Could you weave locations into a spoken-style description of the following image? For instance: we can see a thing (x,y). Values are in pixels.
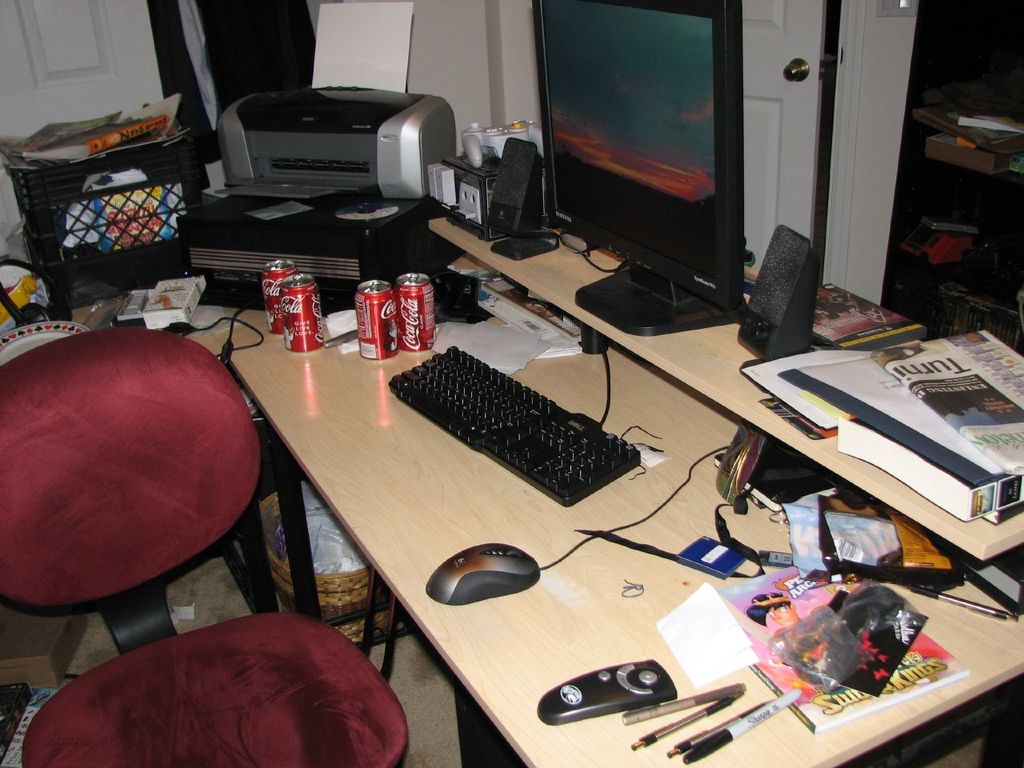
It is a closed room (408,361) where there is a table (325,464) and chair (121,483). On the table (585,393) there is a system (736,77) with keyboard (568,448), speakers (502,247), printer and mouse (472,565) and the remote (587,674) and there are books (788,606), pens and coca cola cans (401,340) and there are headphones (49,312) and a basket (85,251) full of papers (96,157) and behind the screen (615,125) there is a door (796,101) and there are shelves (916,172) and under the table (255,318) there is a basket (354,581) with covers (322,556) filled in it and behind the chair (99,391) there is a plate (42,341) present.
